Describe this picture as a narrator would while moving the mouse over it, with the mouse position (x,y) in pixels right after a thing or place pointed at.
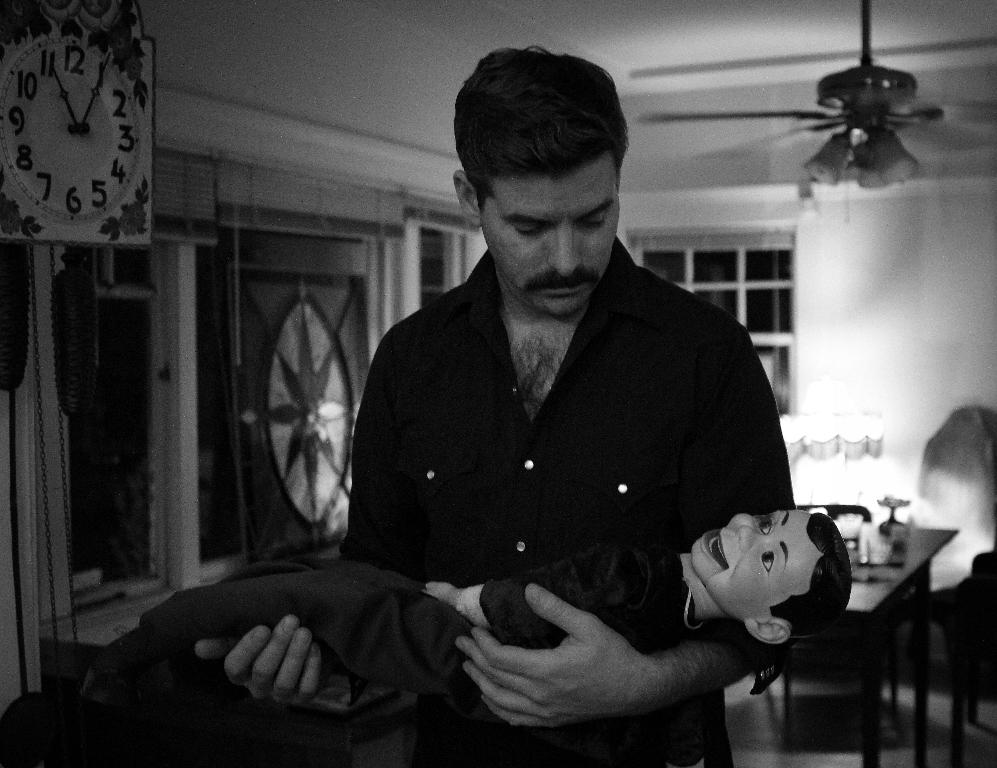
This is a black and white image. Here is the man (514,373) standing and holding a toy (413,621) in his hands (577,615). This is the wall clock (72,215) attached to the wall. I think these are the windows (176,315). This is the ceiling fan (863,84) attached to the rooftop (833,21). At background (933,540) I can see a table (890,581) with few objects (873,543) on it.
